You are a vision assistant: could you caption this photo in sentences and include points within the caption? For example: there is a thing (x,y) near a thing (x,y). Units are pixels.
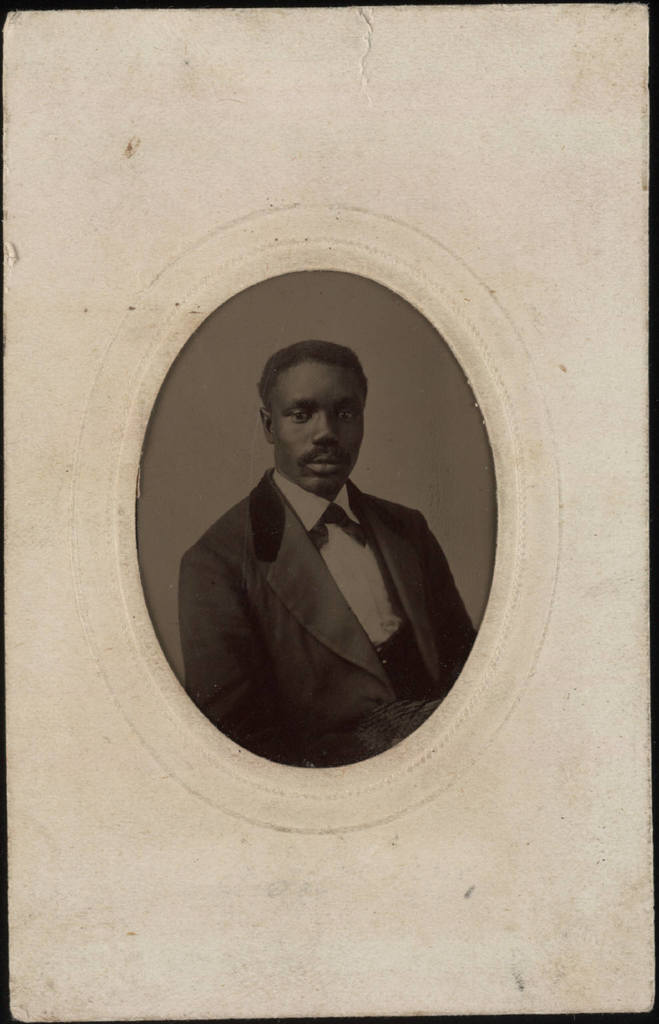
This picture is a black and white image. In this image we can see one man (206,576) in suit (226,593) photo and there is a white background (512,580).
